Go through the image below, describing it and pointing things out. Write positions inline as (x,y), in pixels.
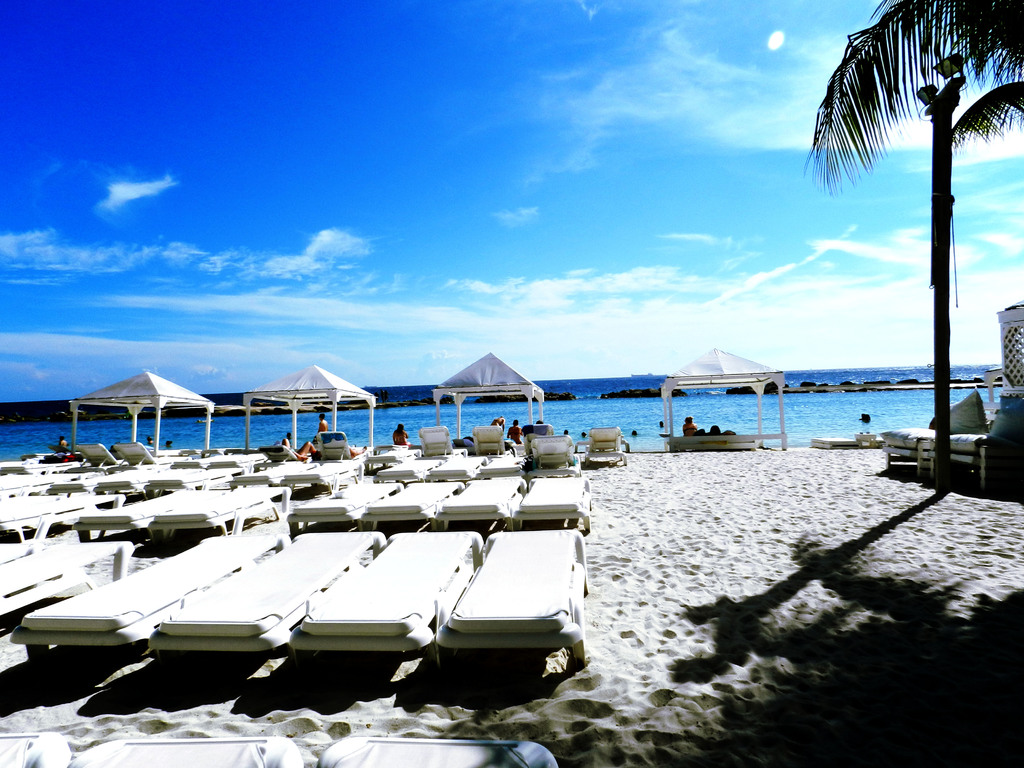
In this picture I can see water flow (591,417), few people (400,438) sitting under tents (665,402), there are some trees (923,72) around.
